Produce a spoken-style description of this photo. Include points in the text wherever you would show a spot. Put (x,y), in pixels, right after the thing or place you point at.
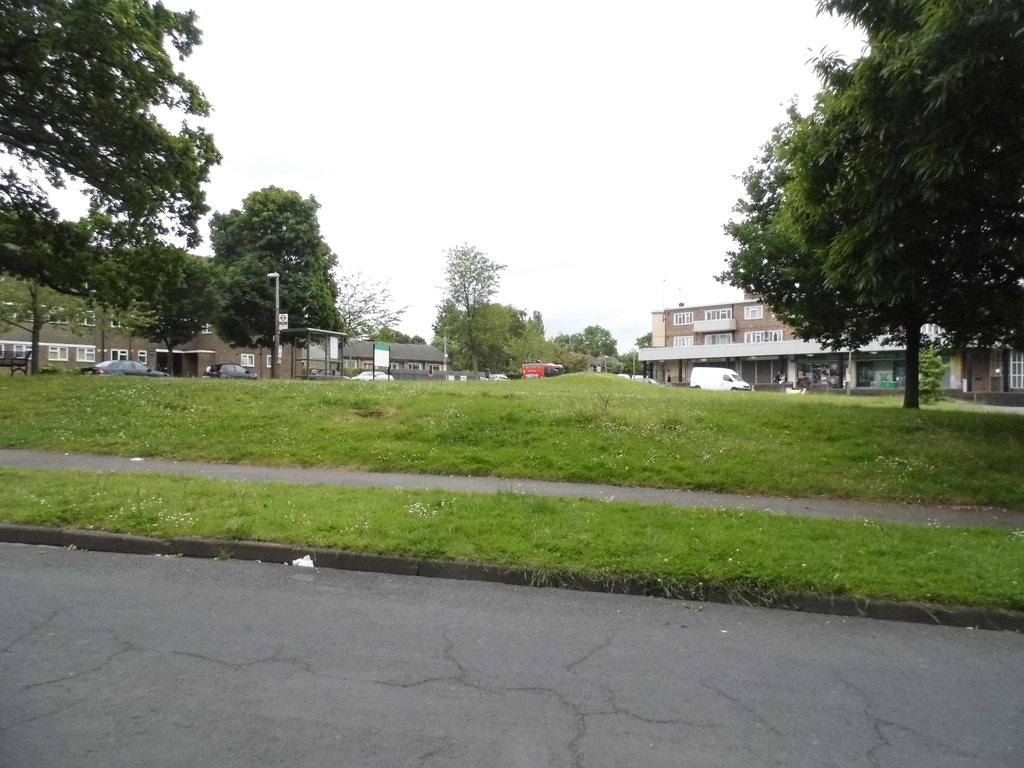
In this picture we can observe a road (400,699). There is some grass (415,504) on the ground (422,414). There are some cars (367,374) and houses (685,339). We can observe trees (241,233). In the background (424,286) there is a sky (456,170).
